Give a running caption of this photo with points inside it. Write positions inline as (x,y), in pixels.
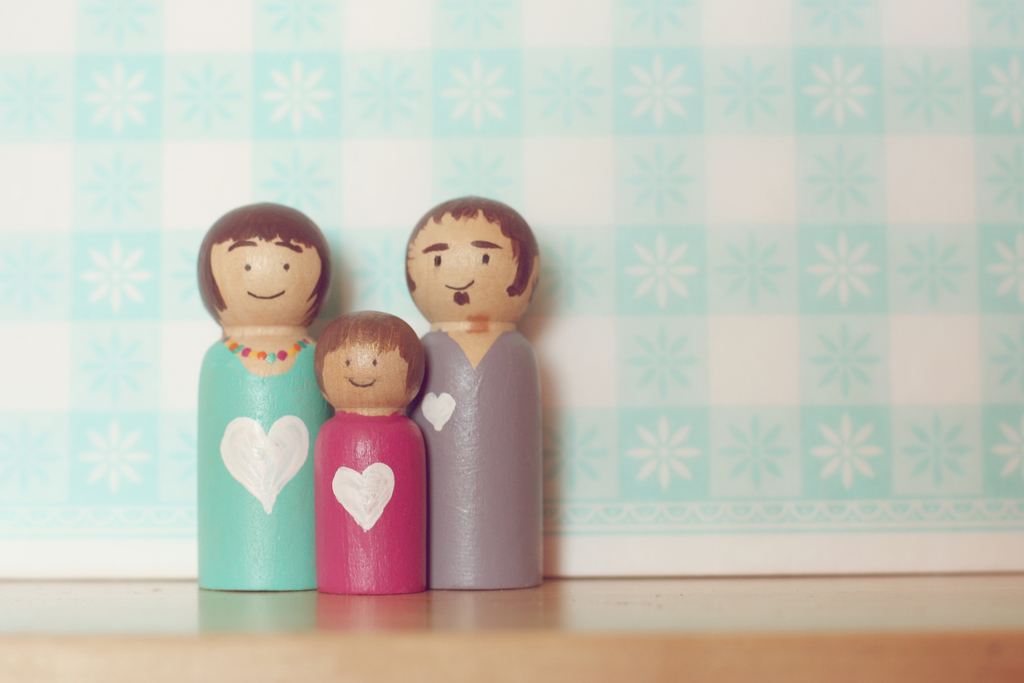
In this picture, we see three wooden dolls (416,397) which are in blue, pink and grey color. These dolls (395,532) might be placed on the brown table (497,631). In the background (597,367), we see a cloth (584,426) or a sheet (588,424) in white and blue color.
